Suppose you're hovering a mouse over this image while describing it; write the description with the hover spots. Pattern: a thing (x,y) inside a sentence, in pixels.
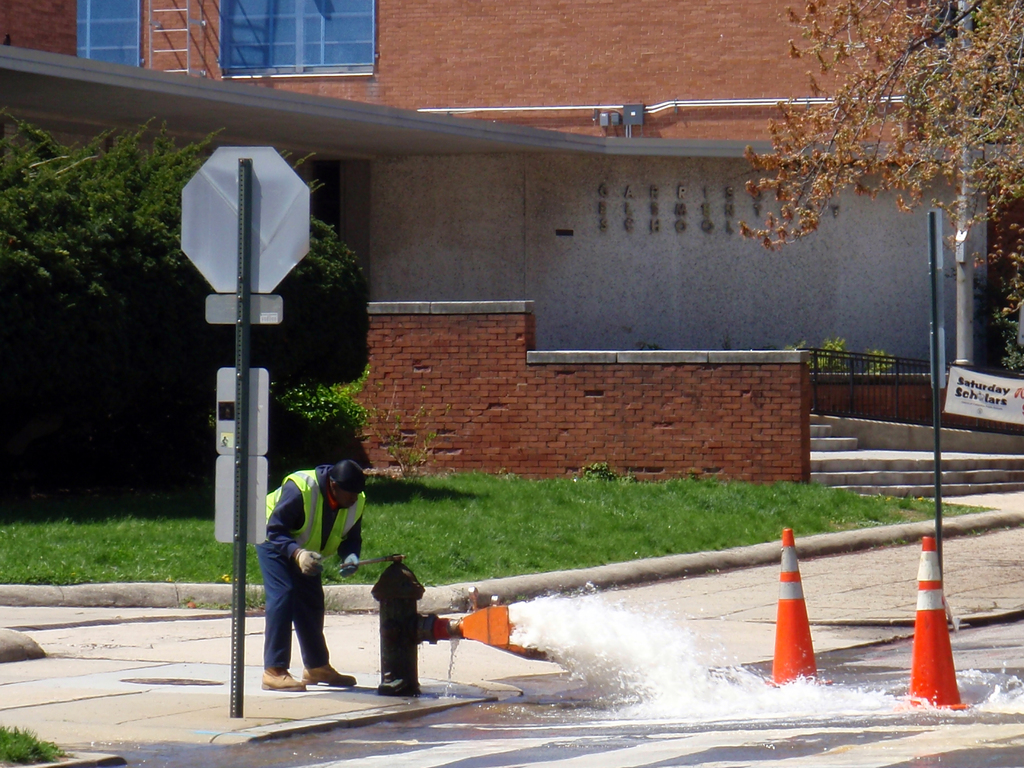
In this image there are cone barricades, water (591,599) flowing from the fire hydrant (398,574), boards (272,243) attached to the poles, a person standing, house (65,103), grass (747,520), plants (140,386).
